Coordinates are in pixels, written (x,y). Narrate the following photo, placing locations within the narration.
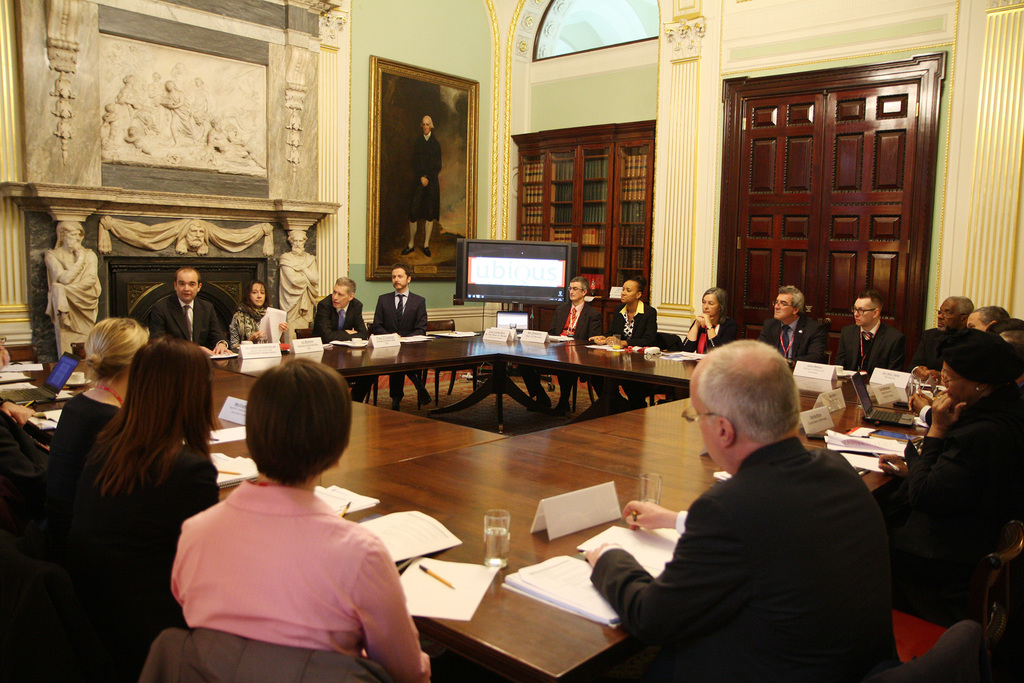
In this picture there are several people (248,317) sitting in a brown table (684,457) and notebooks (420,537), labels (559,497), glasses (504,522) are on top of it. In the background (600,148) we observe many sculptures (305,251), paintings (442,159) and a wooden shelf (585,156) full of books (600,198). There is also a wooden door (817,148) and a glass window (595,23) in the background (578,21).
